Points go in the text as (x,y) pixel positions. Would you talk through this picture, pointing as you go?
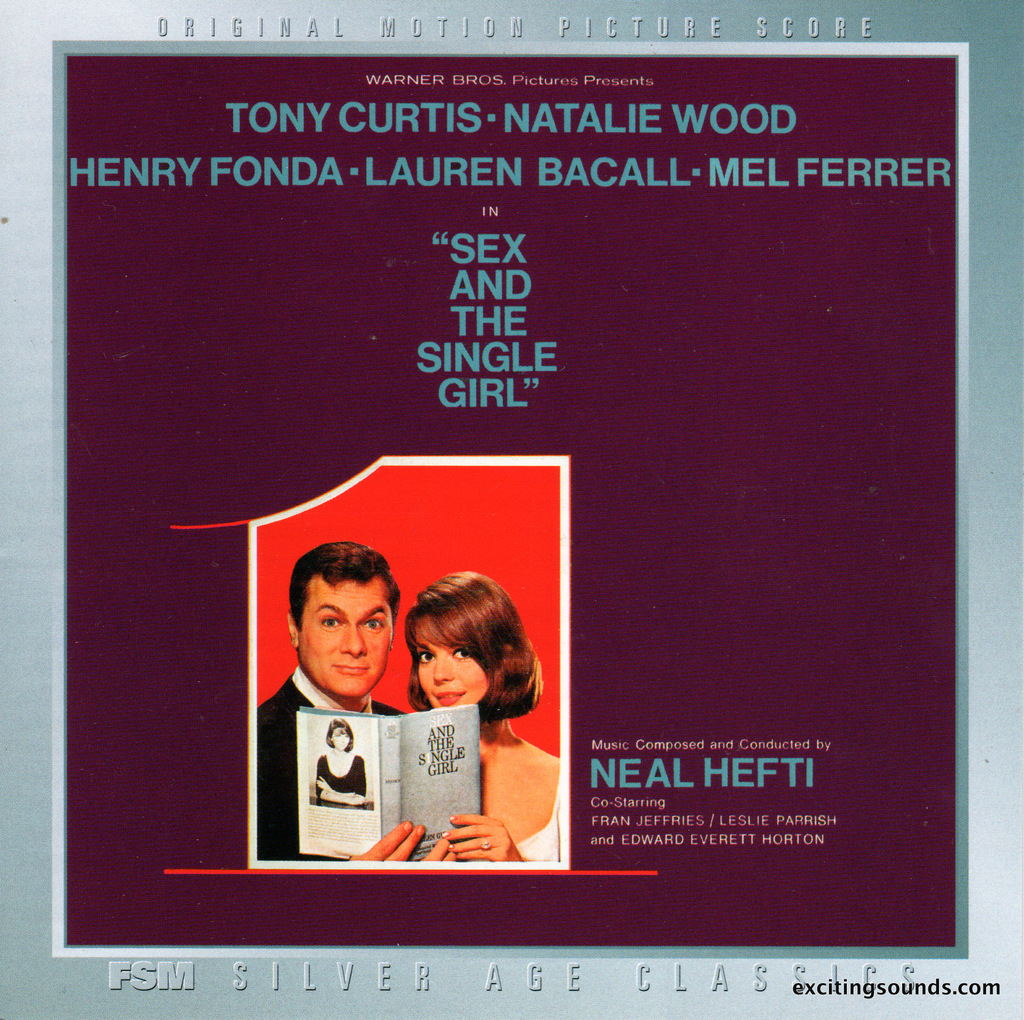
In this picture I can see the poster (919,623). At the bottom (506,967) I can see the watermarks (635,973). In the poster (637,672) I can see the man (371,659) and woman (481,642) holding a book (432,813).
